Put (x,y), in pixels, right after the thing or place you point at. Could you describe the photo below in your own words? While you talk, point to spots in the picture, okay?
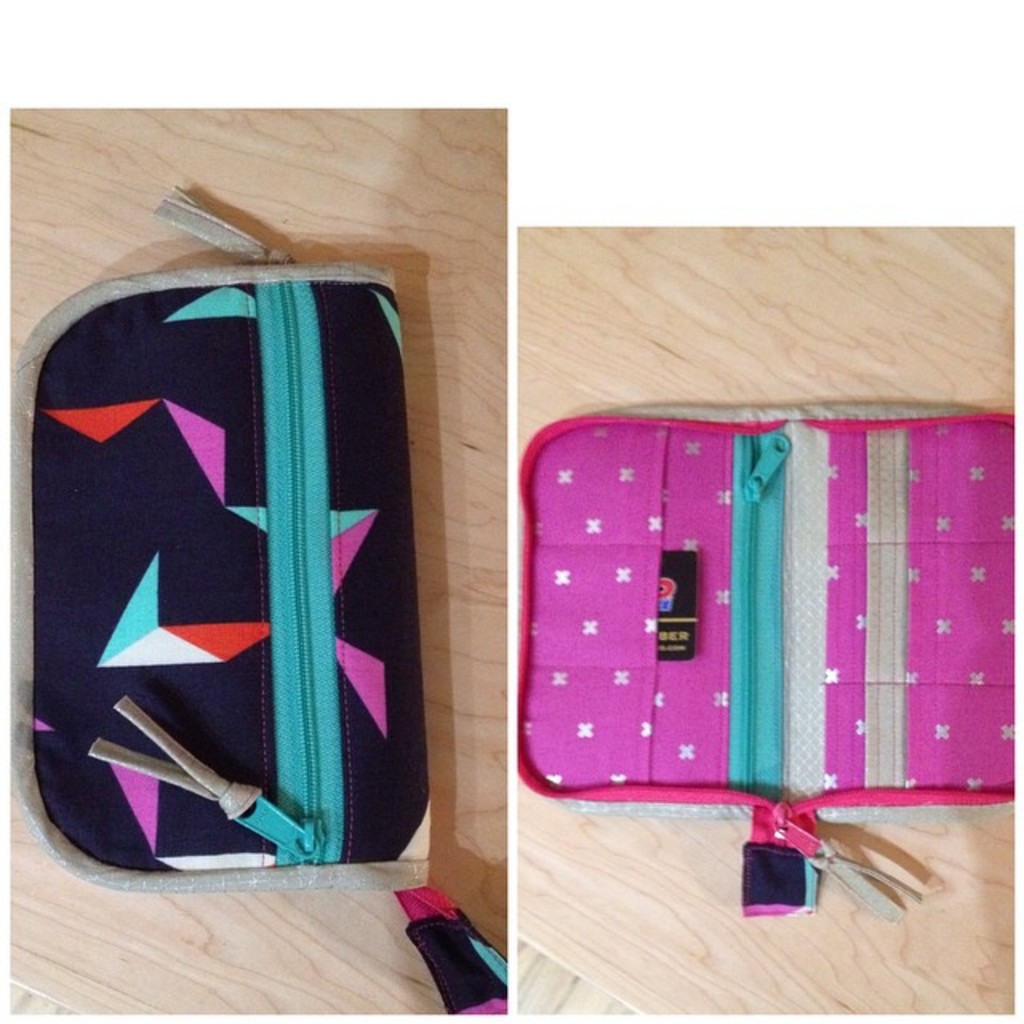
In this image I can see collage photos (460,507) of pouches (798,893). I can see the left pouch (371,441) is of black colour and the right one (664,799) is of pink colour.
